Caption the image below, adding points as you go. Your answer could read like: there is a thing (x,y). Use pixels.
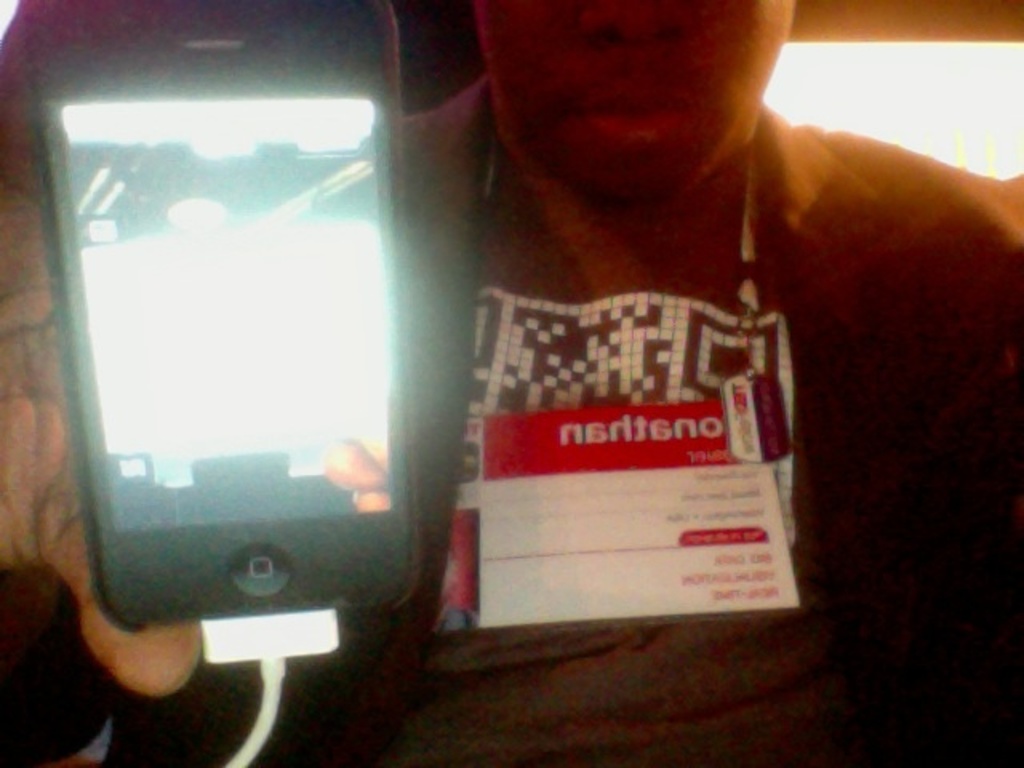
In this image there is a person (826,262) who is showing the mobile (157,297) which is connected to the charger (267,633). The man (158,652) is having an id card (671,551). In the background (940,78) there is a light (925,83).
